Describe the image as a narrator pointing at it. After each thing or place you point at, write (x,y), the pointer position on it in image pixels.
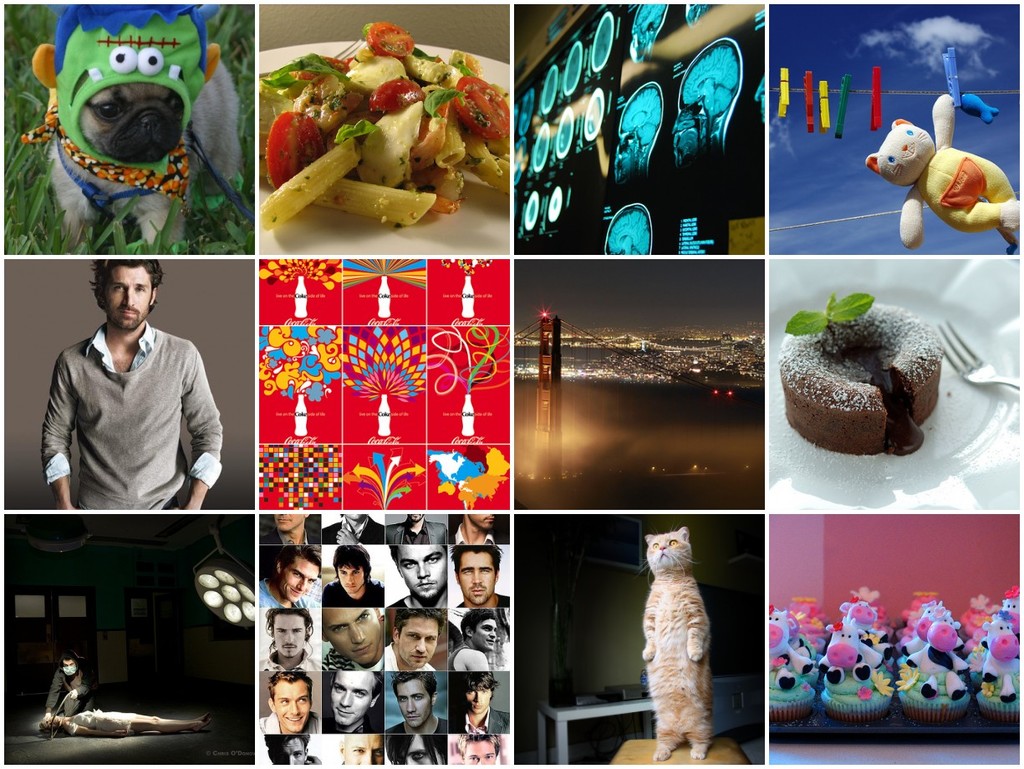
In this image we can see some different images (341,391) like human beings (68,673), animals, toys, city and some decorated pictures (365,417).
